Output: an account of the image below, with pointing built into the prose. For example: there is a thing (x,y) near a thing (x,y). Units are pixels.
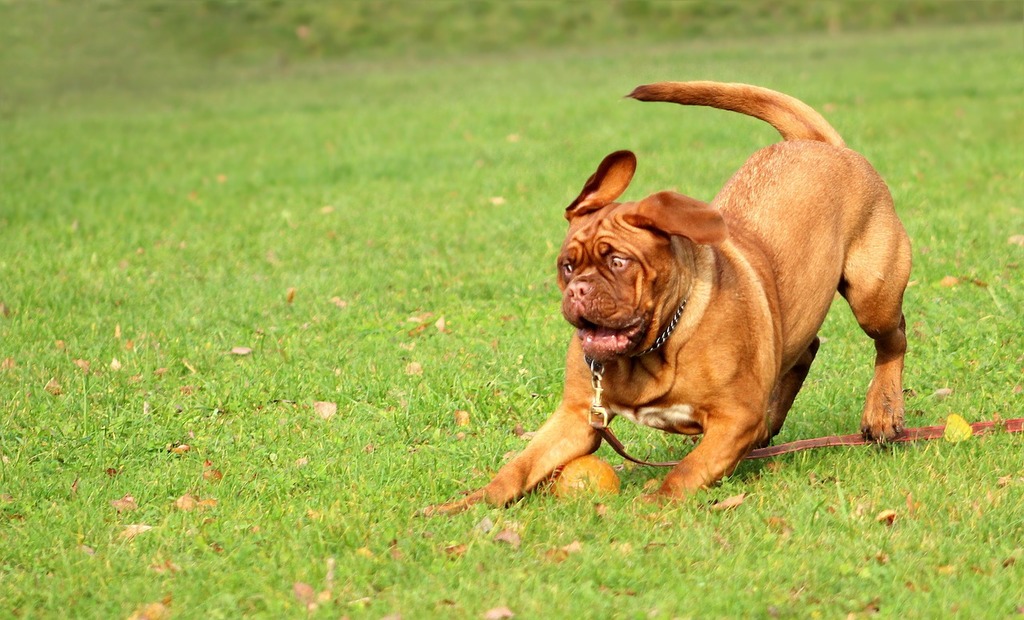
In this picture there is a dog (730,345) and it is brown color and there is a ball (595,485) on the grass (593,503). At the bottom (604,514) there is grass (147,453) and there are dried leaves (415,371).
